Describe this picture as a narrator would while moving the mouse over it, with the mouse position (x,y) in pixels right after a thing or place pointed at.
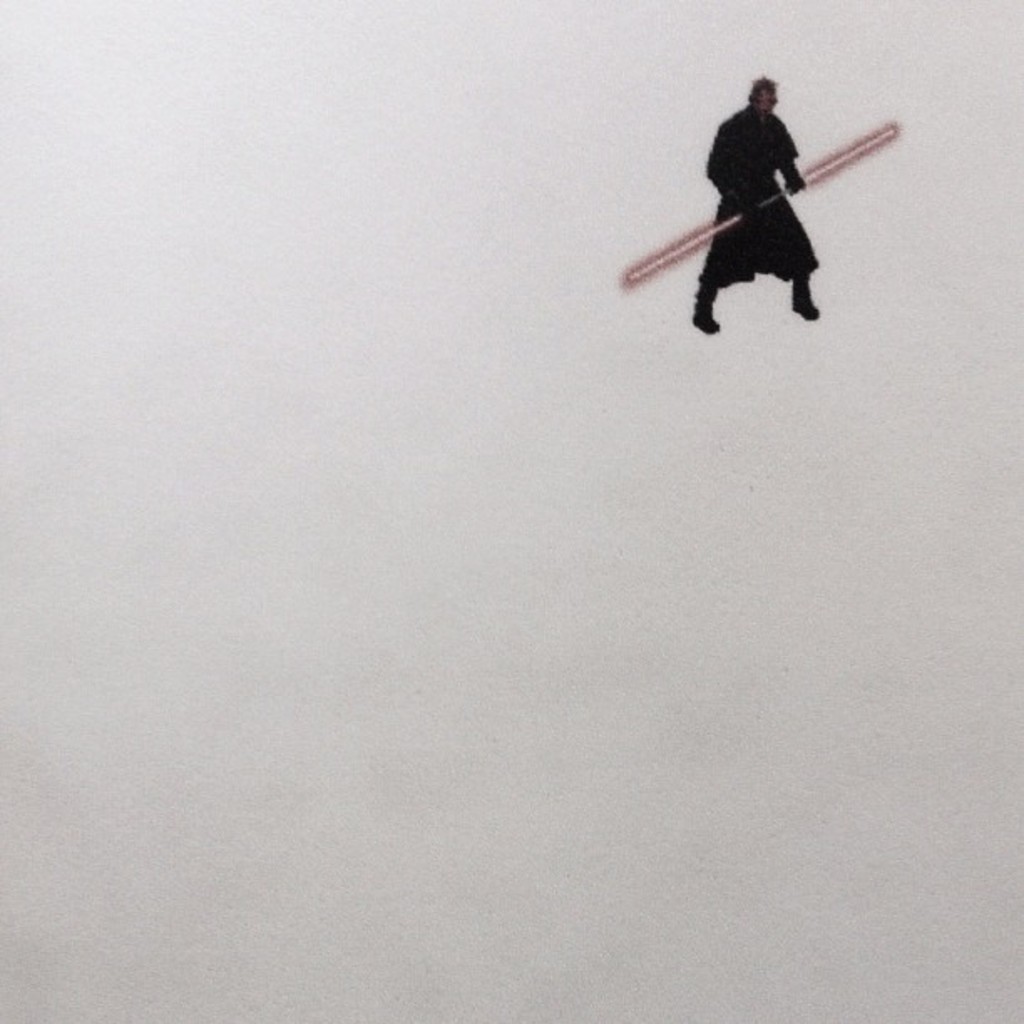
In this picture I can see a person (717,138) holding a red color thing (783,190) and I see the white color background (608,299).
